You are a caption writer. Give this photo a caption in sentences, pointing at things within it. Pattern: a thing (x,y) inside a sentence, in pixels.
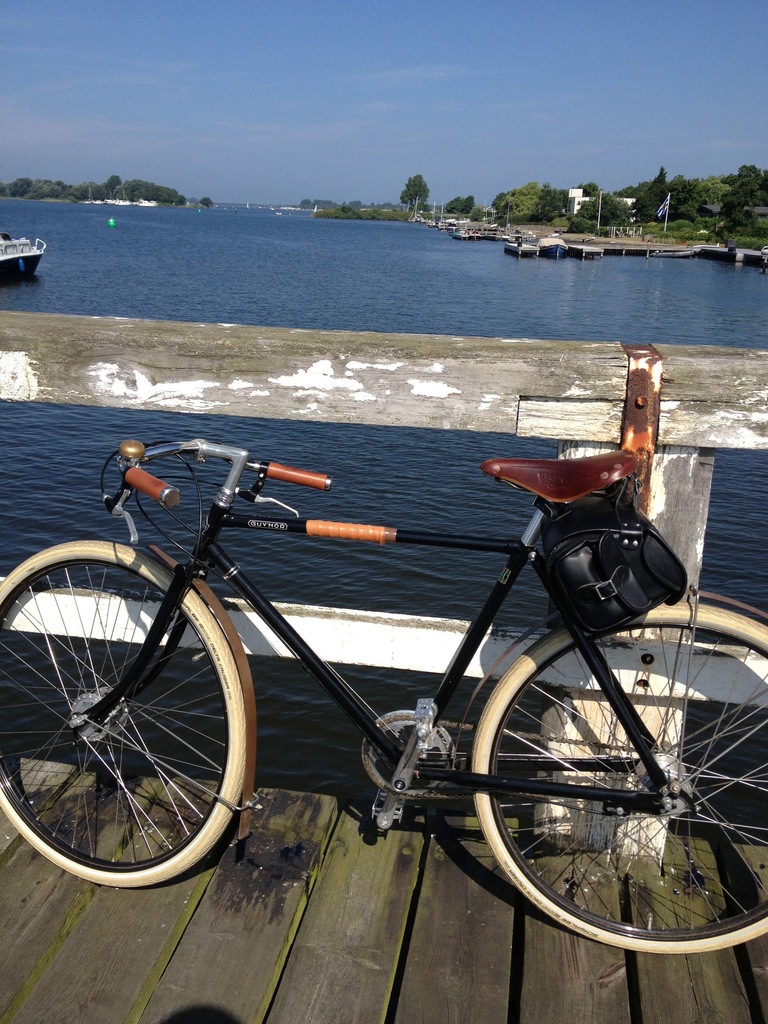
In this picture we can see a bicycle (518,807) on the bridge (475,843), in the background (647,334) we can find few boats (7,251) on the water (452,240), and also we can see few trees (603,226) and a house (625,200).
